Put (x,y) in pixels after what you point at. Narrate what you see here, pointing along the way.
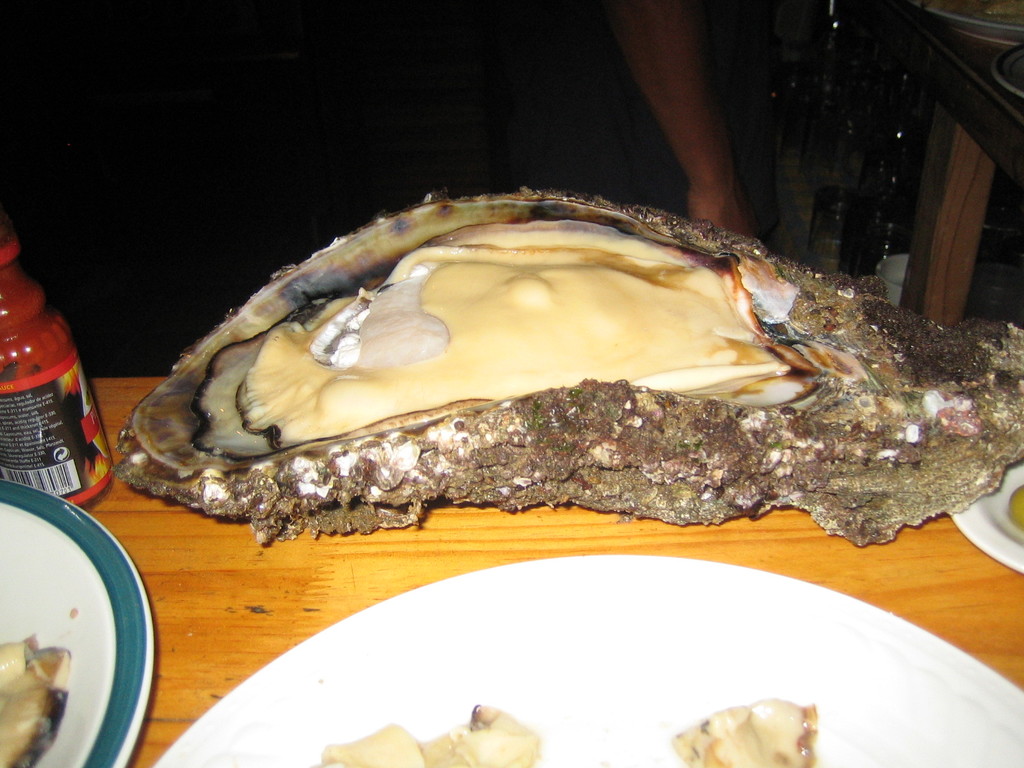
In this image I can see few plates (349,661), a red colour thing (10,307) and I can see food (61,720) in plates (629,684). In background (680,123) can see a hand (708,149) of a person (629,181) and I can see this image is in dark from background (62,33).
